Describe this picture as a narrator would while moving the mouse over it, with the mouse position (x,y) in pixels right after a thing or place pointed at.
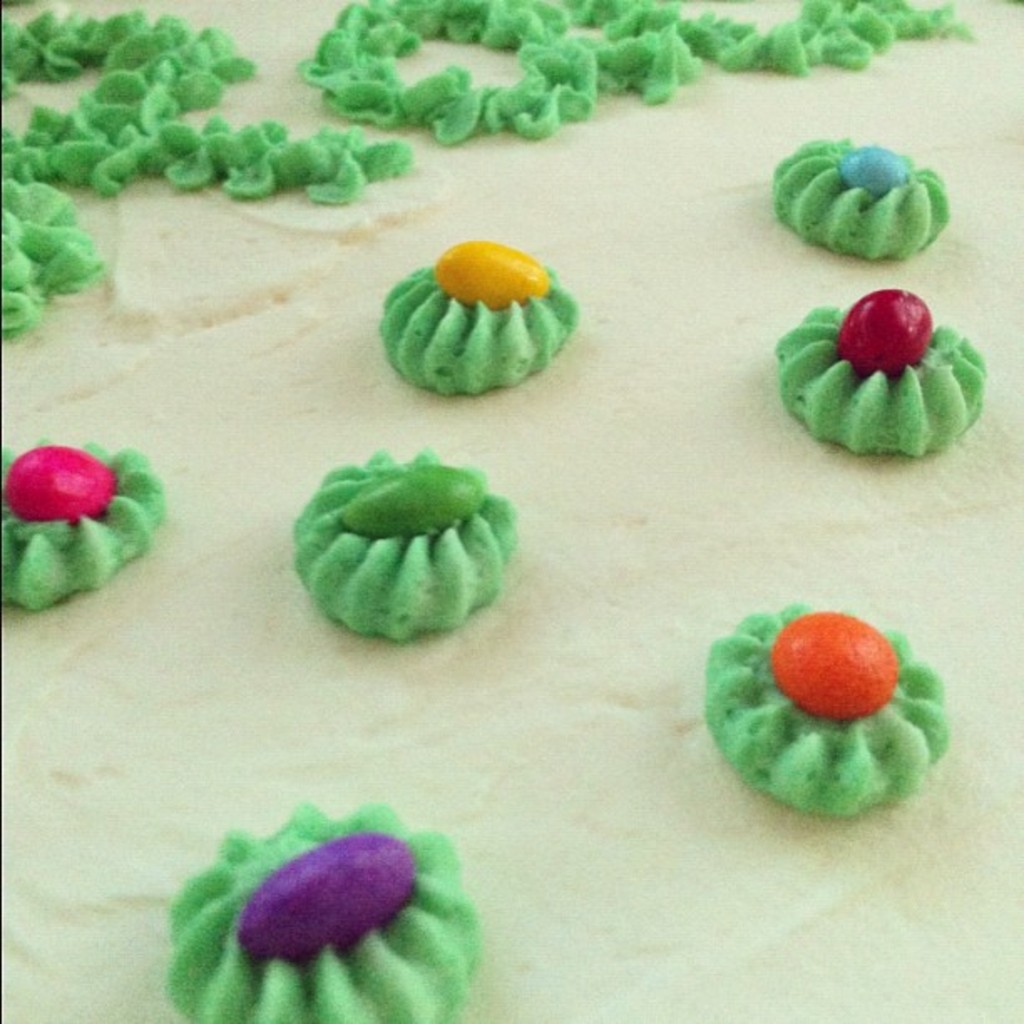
In this image there cream color base (606,487). There are flowers (415,558) with cream (415,558) in green color. There are colorful candies (880,655). At the top (395,122) there is some text (361,99) with cream (352,111).
